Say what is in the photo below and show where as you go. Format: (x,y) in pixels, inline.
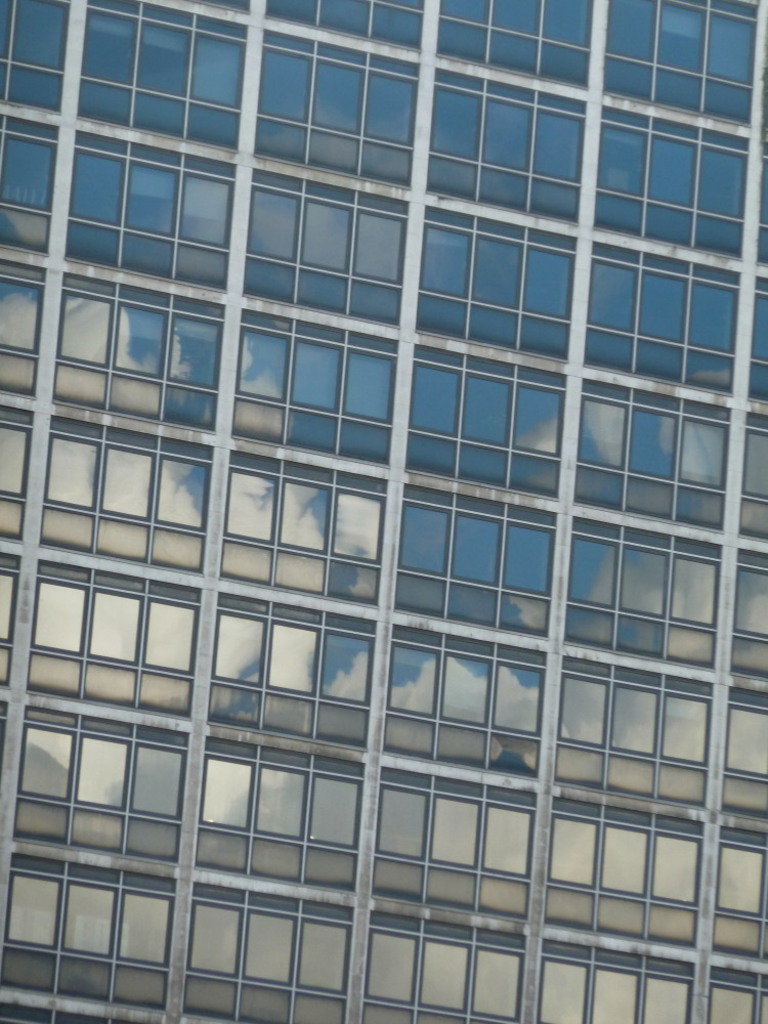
In this image I can see a building (260,472) to which I can see the windows (354,592).
